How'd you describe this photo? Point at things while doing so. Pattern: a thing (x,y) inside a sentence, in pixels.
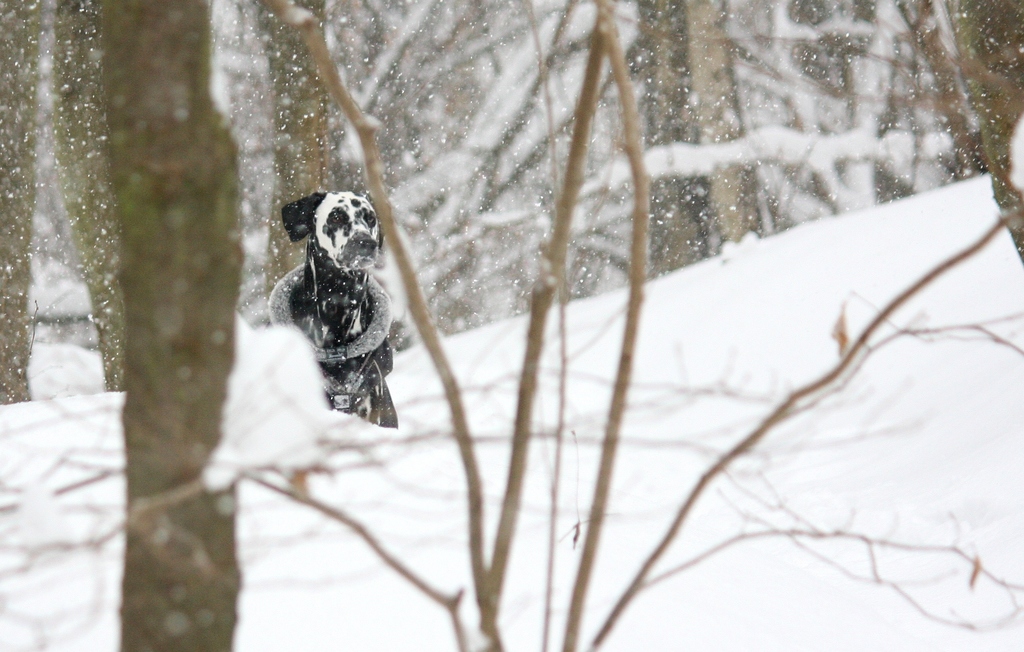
In the picture I can see a dog (358,283) in the snow (879,283). Here I can see the snow (88,538) falling. The surroundings of the image are blurred, where I can see the trees (57,97).
